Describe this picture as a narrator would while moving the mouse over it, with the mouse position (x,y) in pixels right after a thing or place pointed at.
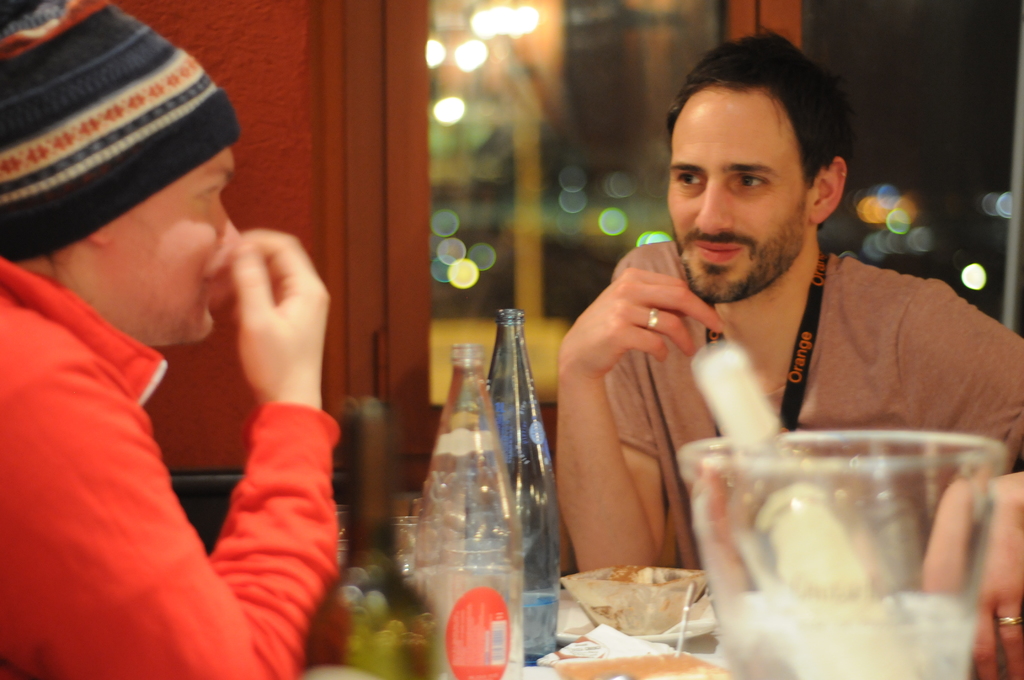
In the image I can see two people (95,622) who are sitting in front of the table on which there is a jar (818,509), bottles (368,431) and some other things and behind there is a door (398,224) and some lights (900,233).
